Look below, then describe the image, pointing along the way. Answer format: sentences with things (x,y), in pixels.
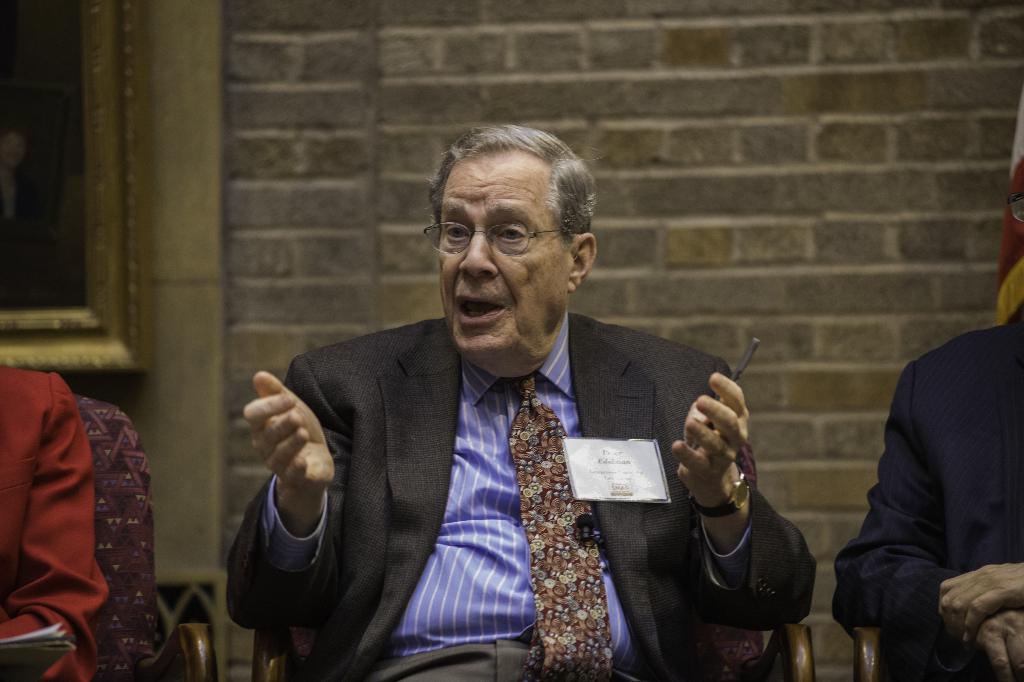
In this image I can see three people (347,560) are sitting on the chairs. These people (436,468) are wearing the different color dresses (381,534) and I can see one person (691,479) holding the pen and wearing the card (587,499). In the back (238,210) I can see the frame (143,186) to the brick wall (237,164).
